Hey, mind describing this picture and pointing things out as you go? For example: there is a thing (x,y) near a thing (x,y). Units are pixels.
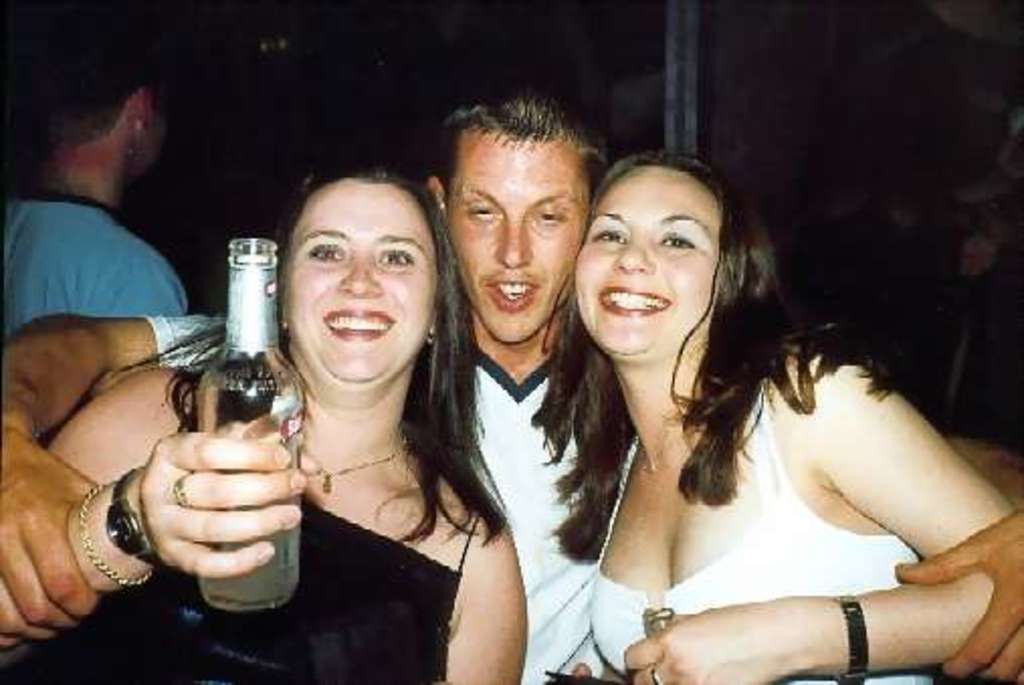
There is one man (501,189) and two women (430,511) standing and smiling. Here is one woman (311,582) standing and holding bottle (276,288) in her hand (219,479). Background (287,75) looks dark.
